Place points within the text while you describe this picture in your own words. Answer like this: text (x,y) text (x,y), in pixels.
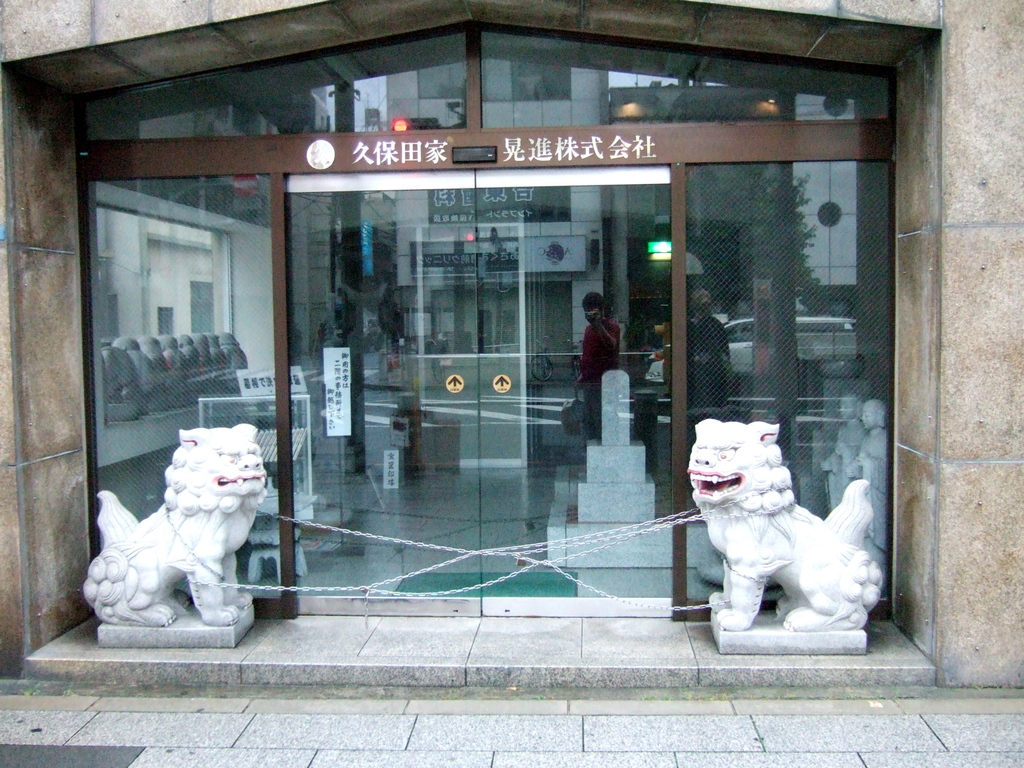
In this image I can see the white color statues (734,562) of an animal's (758,595). To the side of the statues (739,535) I can see the glass (415,495). In the glass (552,438) I can see few people (596,385), building (114,294) and the trees (780,225).
